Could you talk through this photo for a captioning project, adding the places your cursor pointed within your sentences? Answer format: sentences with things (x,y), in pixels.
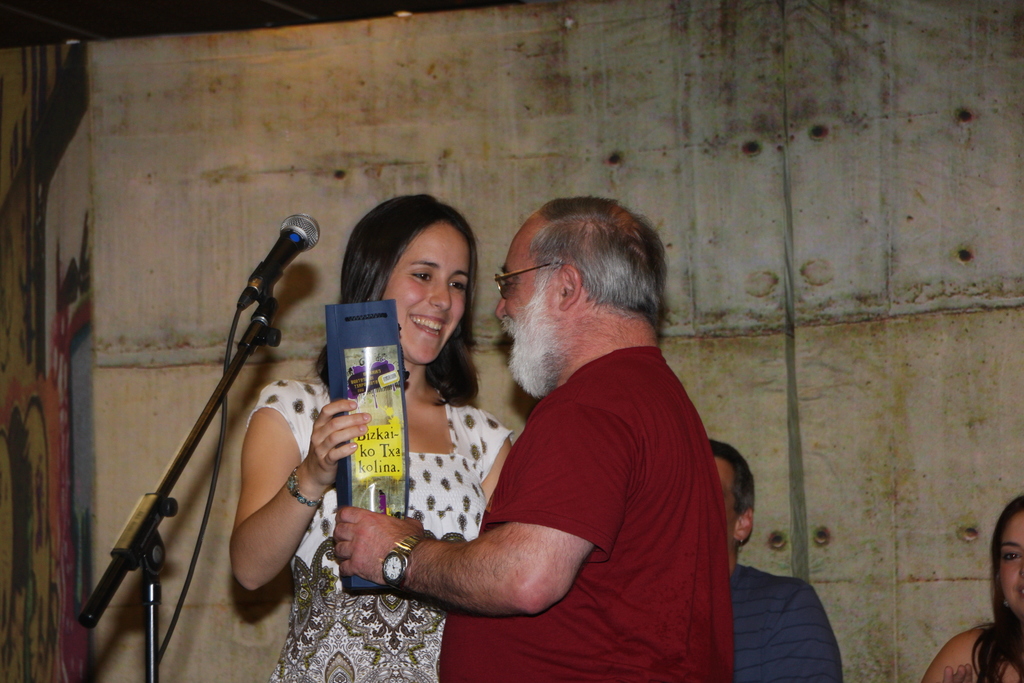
In this image there are two persons (430,496) standing in middle of this image (484,452) are holding an object (367,447) and there are two other persons (808,662) in the bottom right corner of this image (792,613) and there is a wall (656,168) in the background (610,138). There is a Mic (147,522) on the left side of this image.
